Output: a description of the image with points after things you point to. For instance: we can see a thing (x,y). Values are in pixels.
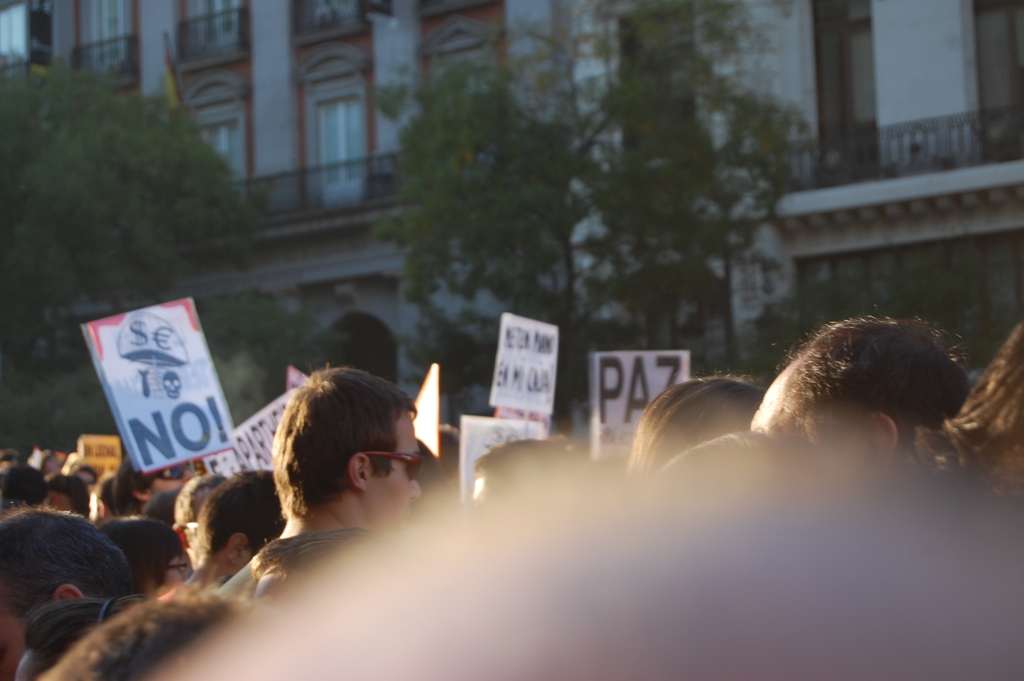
In this image, we can see some people (677,550) standing and we can see some posters (140,446), there are some trees (435,193) and we can see buildings (353,138) and there are some windows (236,138) on the buildings (348,103).
